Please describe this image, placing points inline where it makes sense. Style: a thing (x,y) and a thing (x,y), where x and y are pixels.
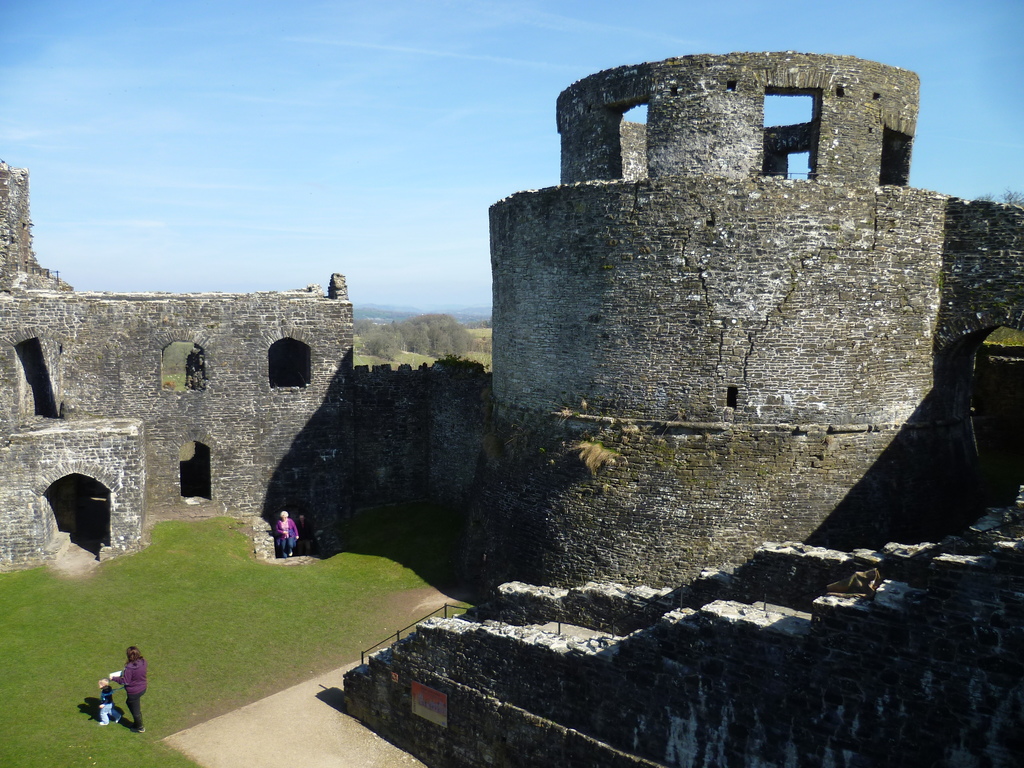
In this picture we can see four persons (293,529) are walking, at the bottom (145,739) there is grass (133,735), it looks like a fort (650,284) in the front (551,442), in the background (375,349) there are trees (417,326), we can see the sky (368,66) at the top of the picture (333,102).
